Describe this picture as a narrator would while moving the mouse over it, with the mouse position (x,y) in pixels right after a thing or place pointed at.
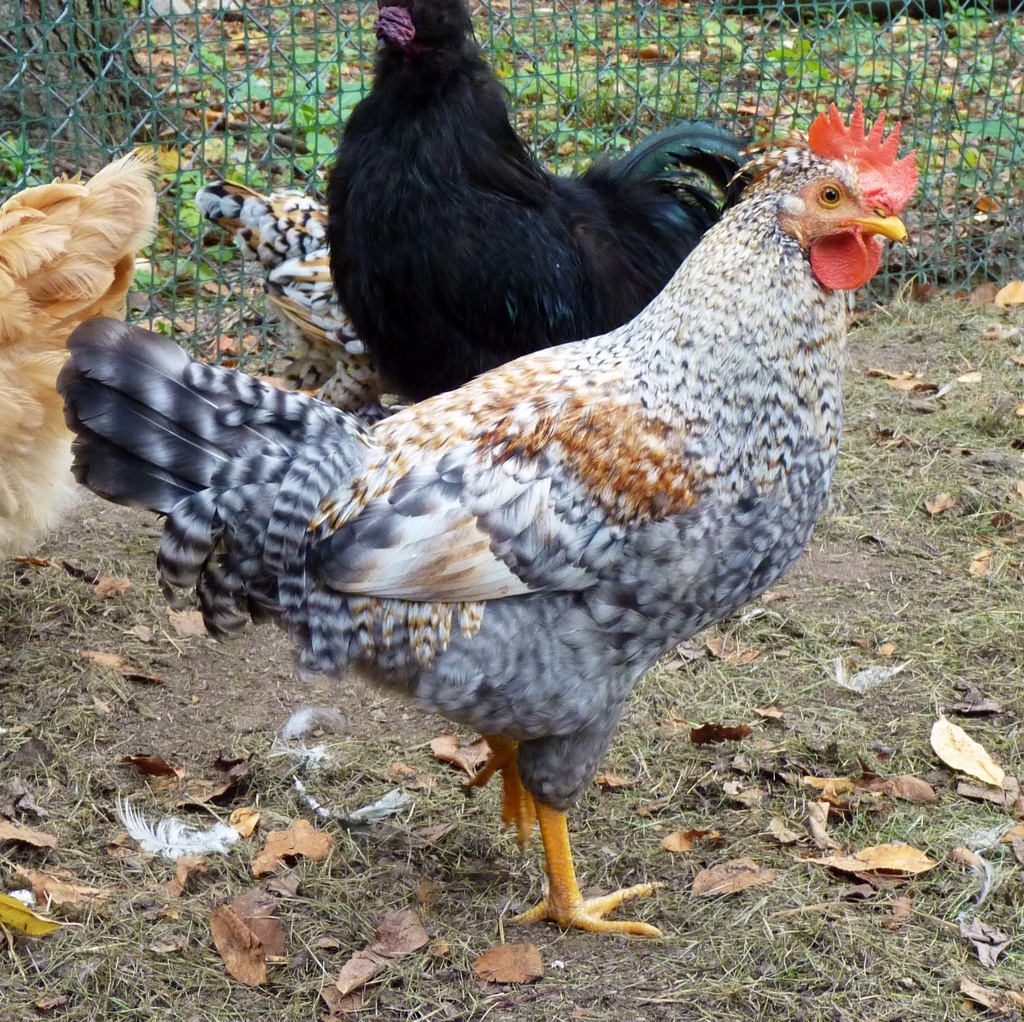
In this picture there are hens (374,491). At the back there is a tree (101,34) and there are plants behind the fence (726,128). At the bottom (937,880) there is grass (896,897) and there are dried leaves (286,896) and feathers (990,847).
